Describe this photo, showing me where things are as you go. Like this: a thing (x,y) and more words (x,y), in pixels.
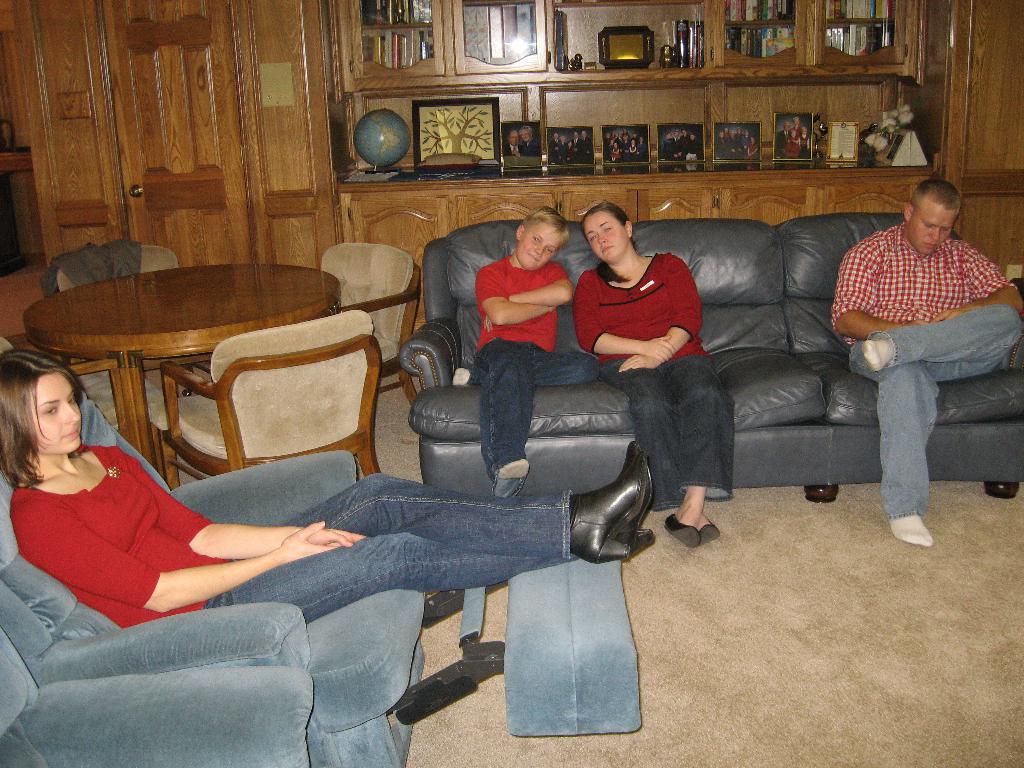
In this Image I see 2 women (724,490), a boy (508,464) and a man (945,204) who are sitting on a couch (457,420) and there is a table (39,331) over here, which is surrounded by chairs (394,297). In the background (300,196) I see the wall (11,104) and a cabinet (861,171) in which there are books (839,48), photo frames (506,132), a globe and other things (863,143).
